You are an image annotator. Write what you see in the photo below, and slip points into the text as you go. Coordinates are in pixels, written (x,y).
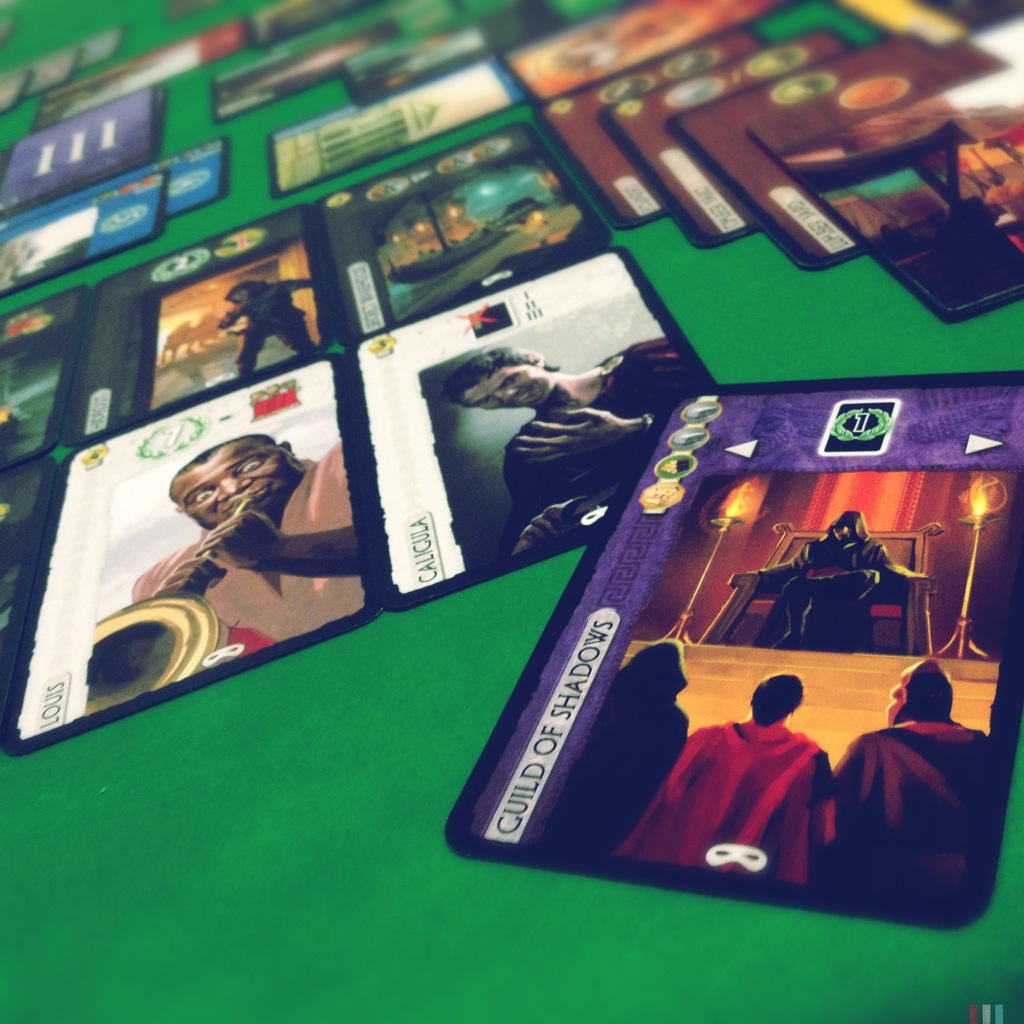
In this image I can see a couple of cards (490,568) lying on a green color background (446,663). I can see these cards (755,542) are having depictions (551,376), cartoons (544,365) and other images (816,734) with some text (373,302).
